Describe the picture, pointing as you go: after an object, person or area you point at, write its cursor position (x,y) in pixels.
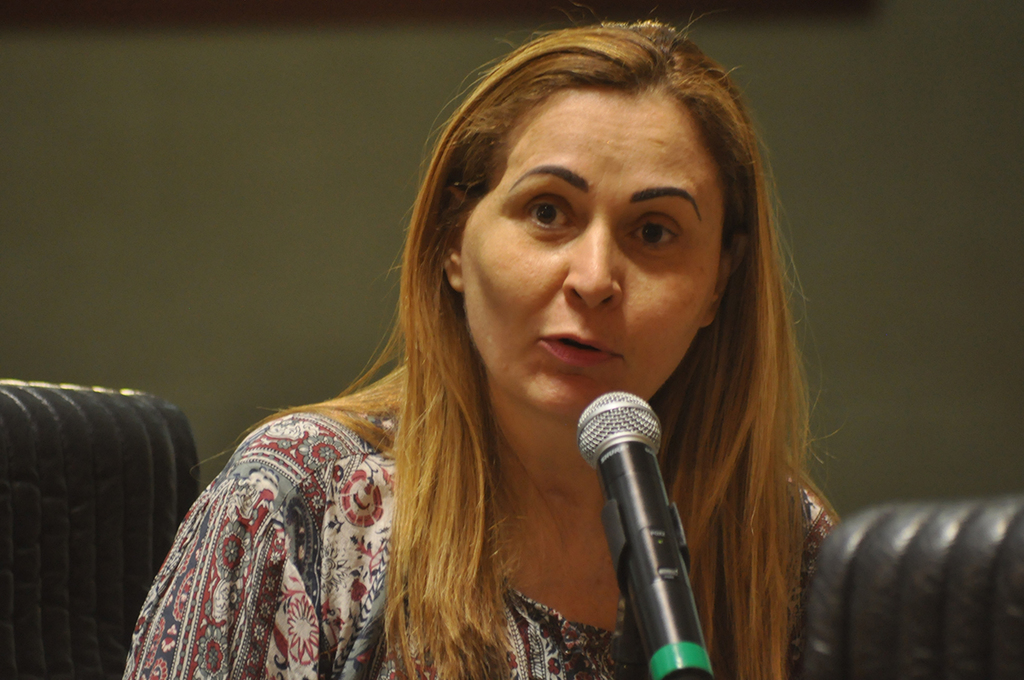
In this picture there is a lady (629,344) in the center of the image (563,269), who is sitting on the chair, there is a mic (651,620) in front of her and there is another chair (970,619) in the bottom right side of the image (887,596).
